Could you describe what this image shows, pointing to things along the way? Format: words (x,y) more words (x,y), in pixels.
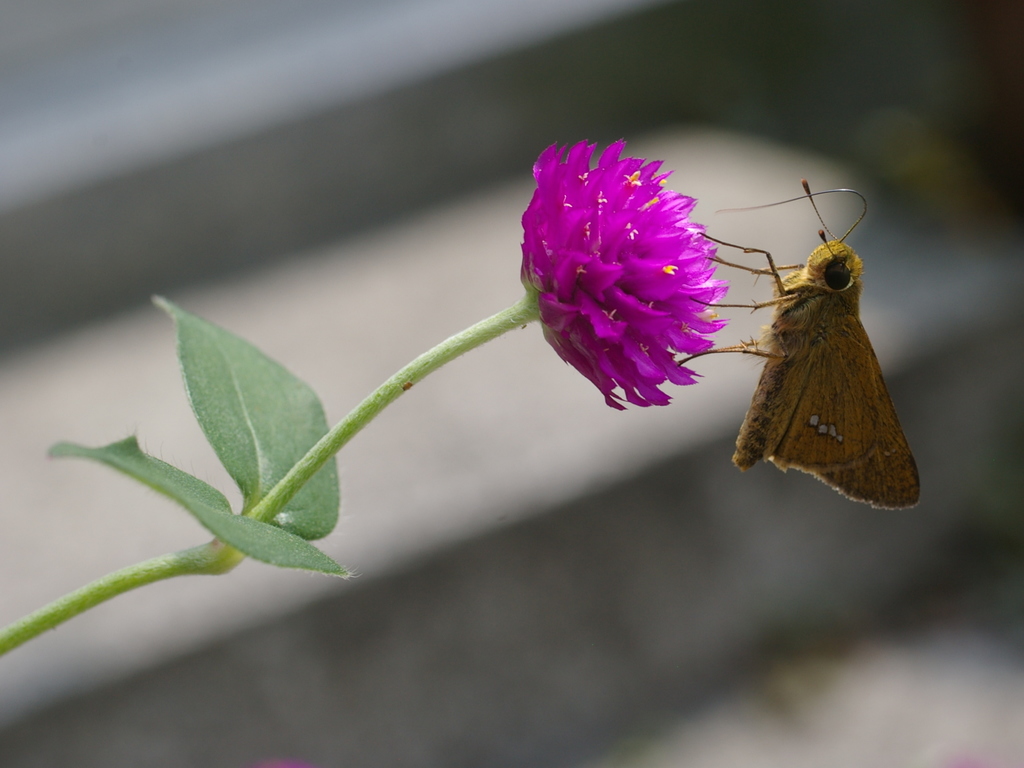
This picture contains a brown color butterfly (851,396). This butterfly (802,395) is on the pink color flower (546,262). In the background (362,561), it is blurred.
